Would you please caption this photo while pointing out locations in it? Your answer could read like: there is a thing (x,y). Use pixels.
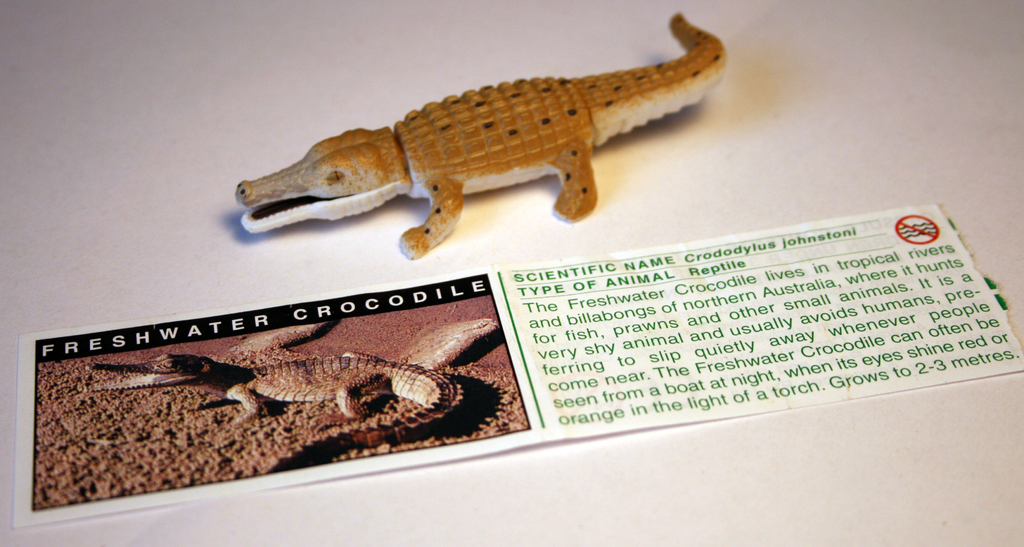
In this image we can see toy crocodile (510,108) and a paper (398,384). On paper (427,378) crocodile image (284,379) and some text (663,331) is written.
